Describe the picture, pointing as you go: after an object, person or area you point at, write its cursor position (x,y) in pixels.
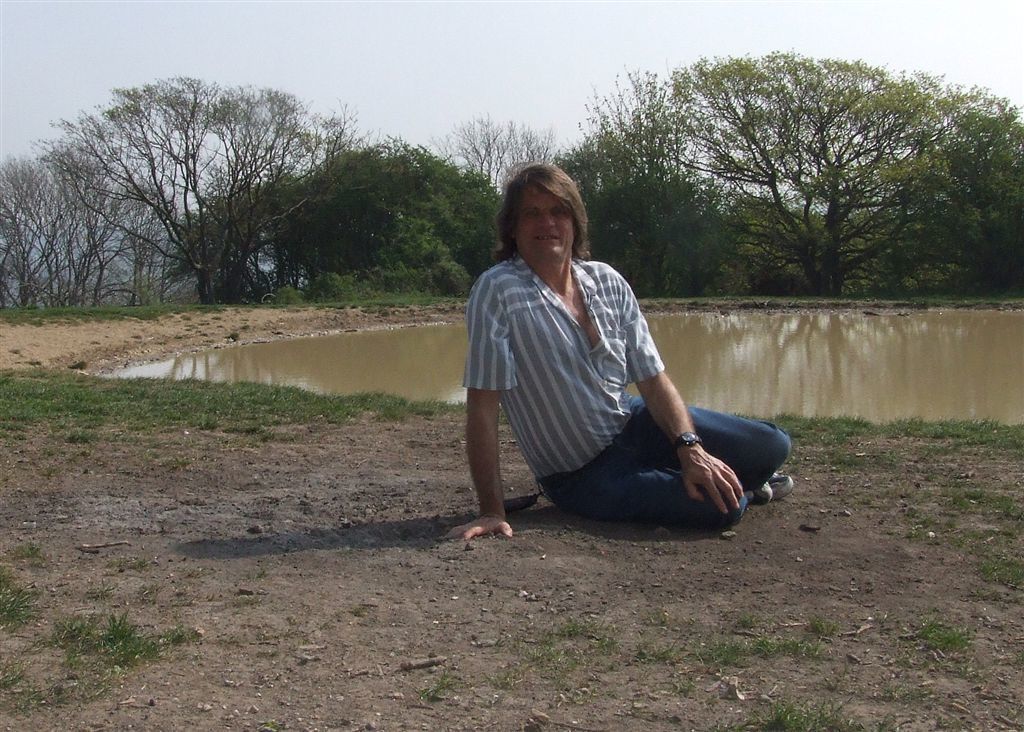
In this image, we can see a person (644,396) sitting. We can see the ground (291,513) with some grass (273,394). There are a few trees (190,227) and plants (399,272). We can see the sky (456,14). We can also see some water (1004,419) and the reflection (759,323) of trees (818,279) is seen in the water (890,346).
